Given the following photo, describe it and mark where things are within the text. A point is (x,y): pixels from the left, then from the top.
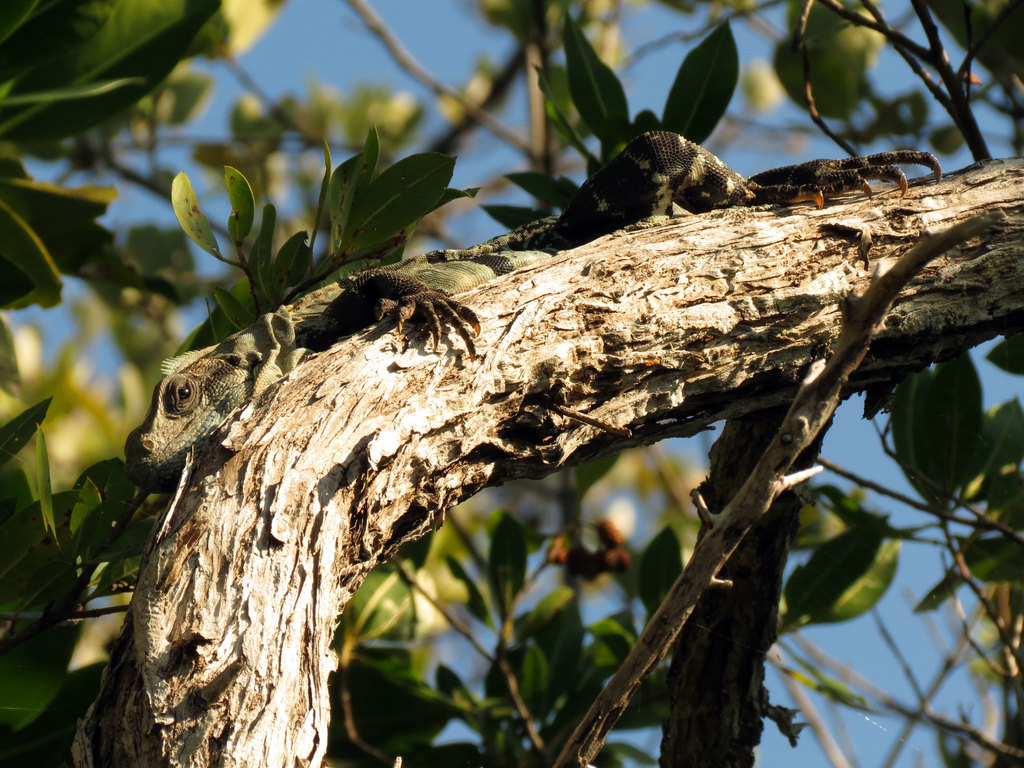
In this image, we can see iguana (872,160) on the tree branch (716,329). In the background (986,39), there are so many leaves (39,560), stems (959,568) and the sky (860,403).
